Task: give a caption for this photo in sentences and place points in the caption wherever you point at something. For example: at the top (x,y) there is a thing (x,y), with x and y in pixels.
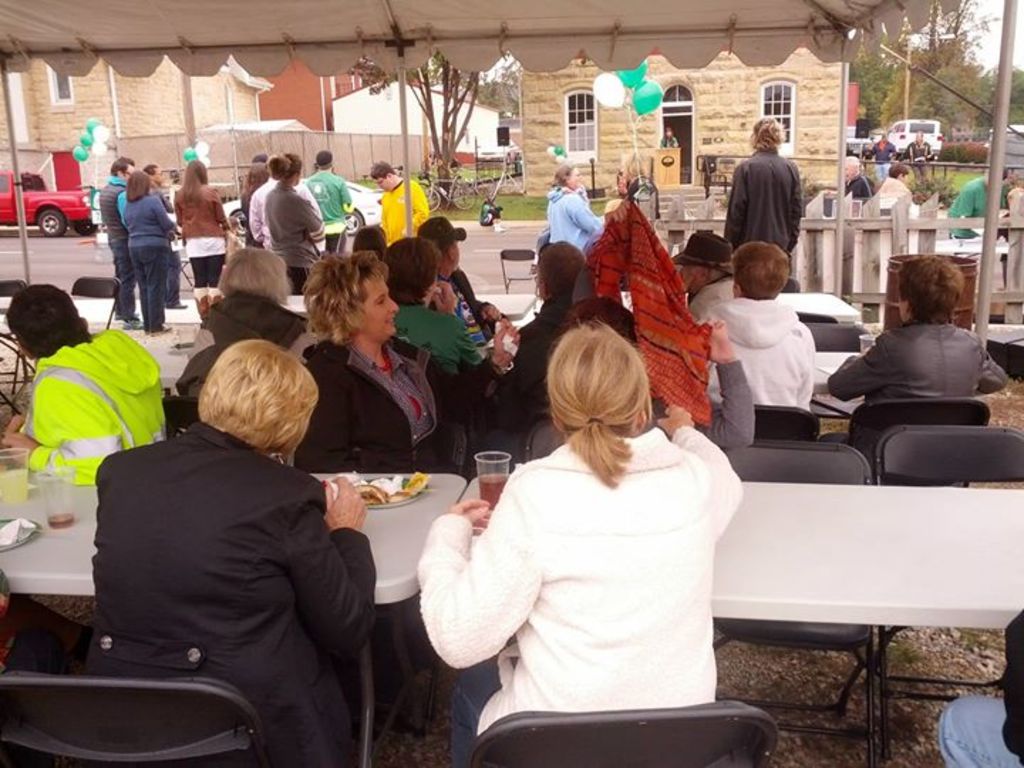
The image is taken on the street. There are chairs (842,455). There are many people (329,527). There is a table (400,517). There are glasses (481,497), plate (395,503), and the food (391,491) placed on a table (1019,542). In the background (447,205) there are bicycles (431,198), a car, building (529,177) and trees (952,111). At the top (176,64) there is a tent (348,59). There are balloons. There is a fence (238,159).
